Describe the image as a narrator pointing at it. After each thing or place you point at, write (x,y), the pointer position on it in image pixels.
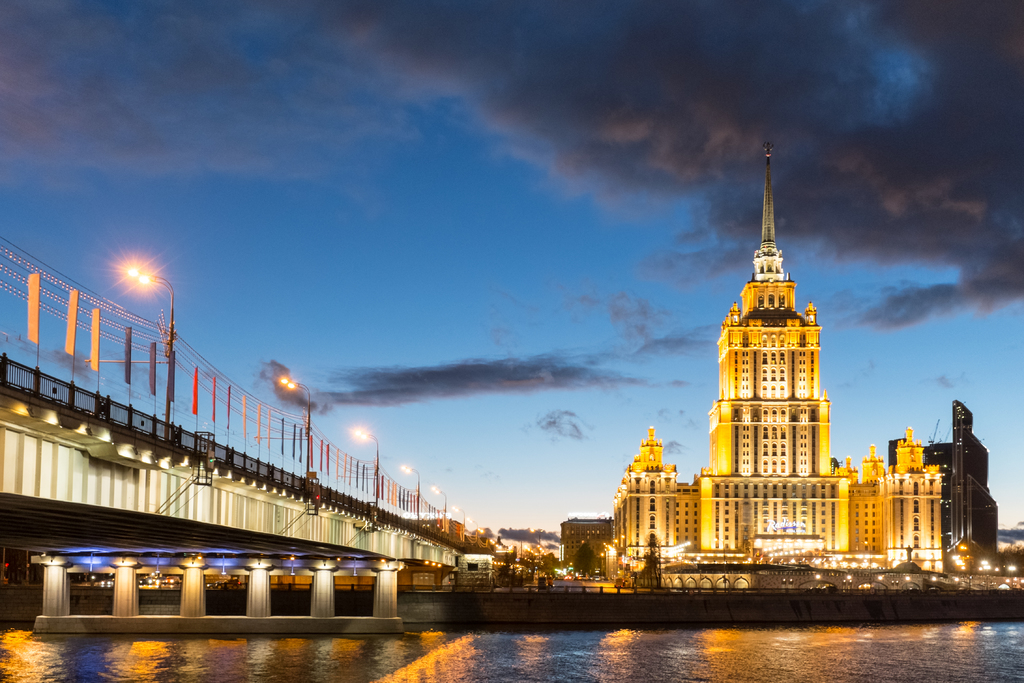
In this picture we can observe a river (521,669). There is a bridge (291,500) on the left side (103,467) over the river (816,658). We can observe a building (770,504) which is in yellow color. In the background (495,361) there is a sky (462,299) with some clouds (688,148).
